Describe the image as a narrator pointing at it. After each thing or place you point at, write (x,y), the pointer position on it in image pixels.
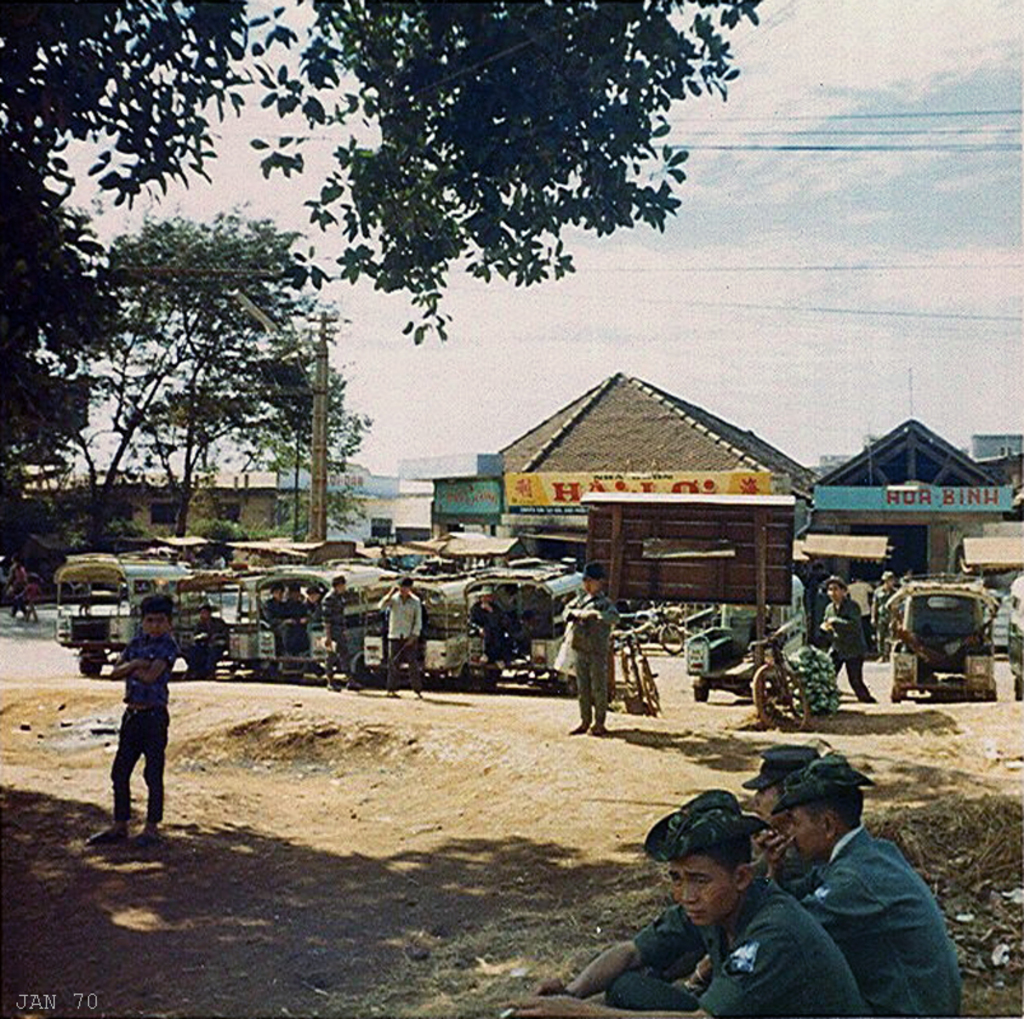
In this image there are group of persons (854,769) and some vehicles (374,624). In the background (461,502) there are some houses (515,508), poles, trees (186,492), wires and at the bottom (344,789) there is sand (505,747) and walkway (74,670) and some persons (715,973) are sitting. At the top of the image (709,242) there is sky (739,242).
